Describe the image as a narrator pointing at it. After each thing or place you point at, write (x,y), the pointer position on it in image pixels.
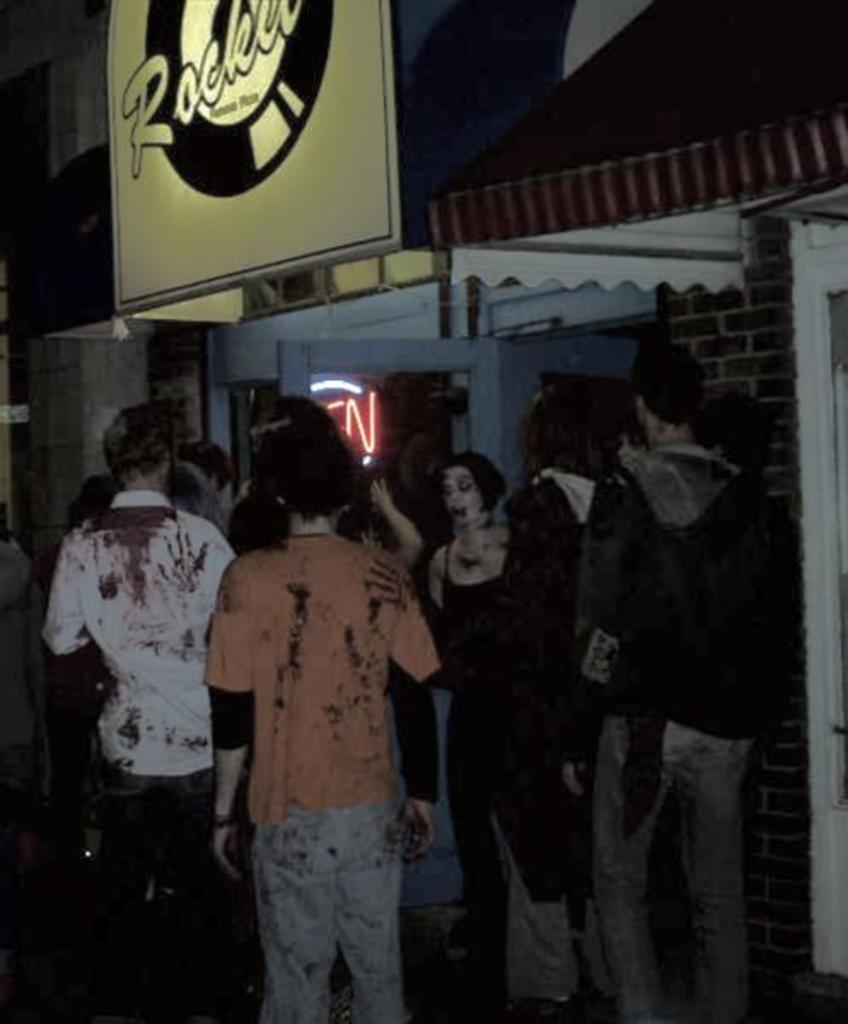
There are persons (188,472) in different color dresses (643,452), standing. Above them, there is a hoarding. In the background (261,288), there is a building (751,142).
